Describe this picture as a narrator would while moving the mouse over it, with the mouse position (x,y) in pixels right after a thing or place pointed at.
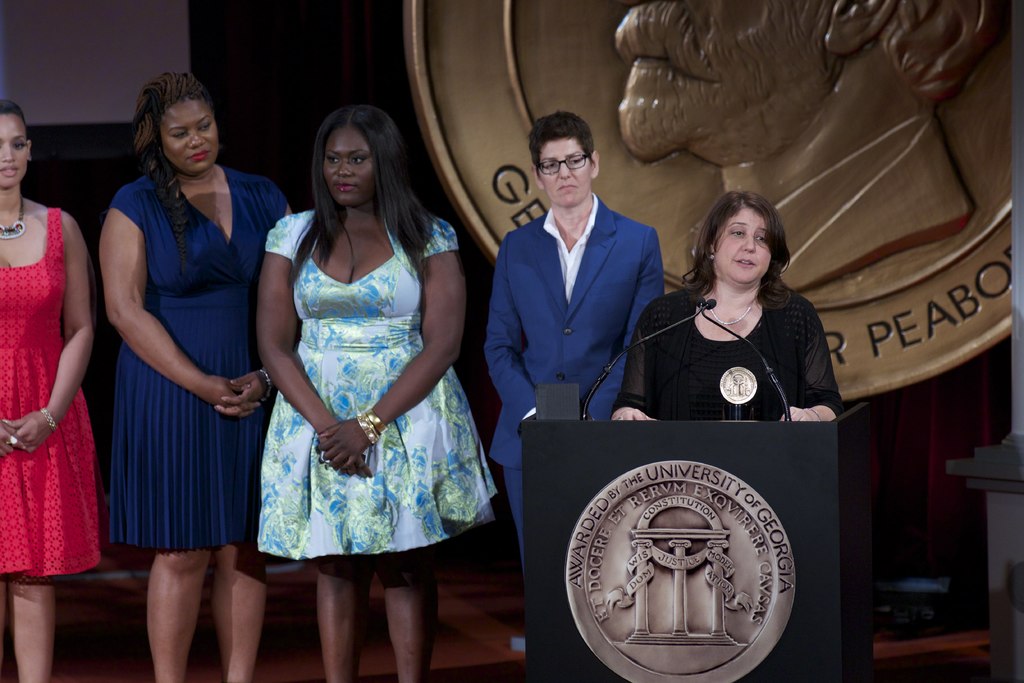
In this picture there are group of people (392,249) standing and there is a woman (679,387) standing behind the podium (777,511) and she is talking and there are microphones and there is a text (784,545) on the podium (606,539). At the back (961,296) there is a logo (643,52) and there is an object (950,313). On the right side of the image (1014,105) there is a pillar (995,665). On the left side of the image (96,46) it looks like a screen (116,107).
